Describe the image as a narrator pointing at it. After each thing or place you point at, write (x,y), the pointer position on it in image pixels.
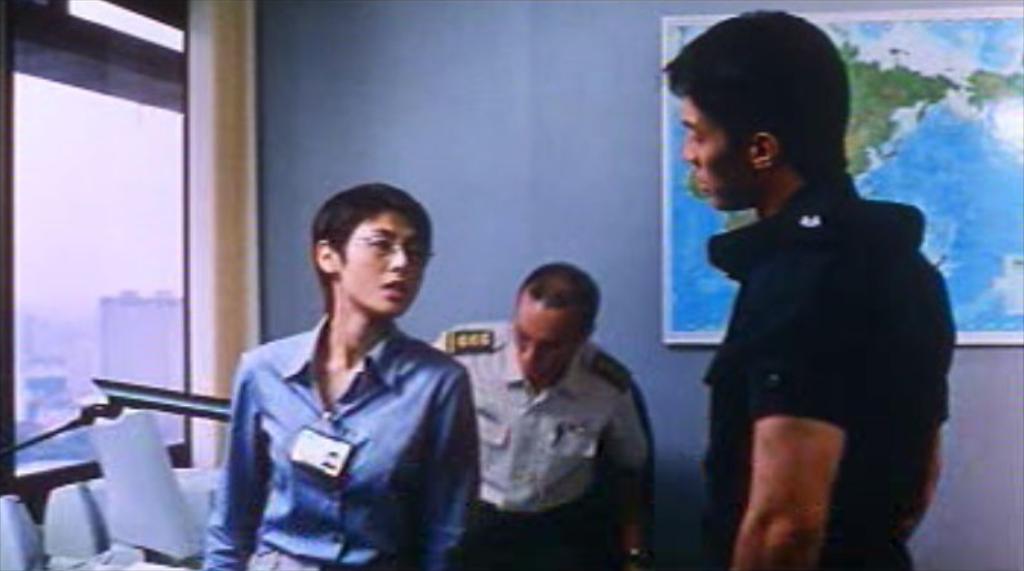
In the picture I can see two men (744,371) and a woman (375,428). The man (523,367) in the middle (520,379) is wearing a uniform (510,404). In the background (699,282) I can see a board of map (952,153) attached to a wall (557,136). On the left side (52,182) I can see a window (114,277) and some other objects (107,449).
